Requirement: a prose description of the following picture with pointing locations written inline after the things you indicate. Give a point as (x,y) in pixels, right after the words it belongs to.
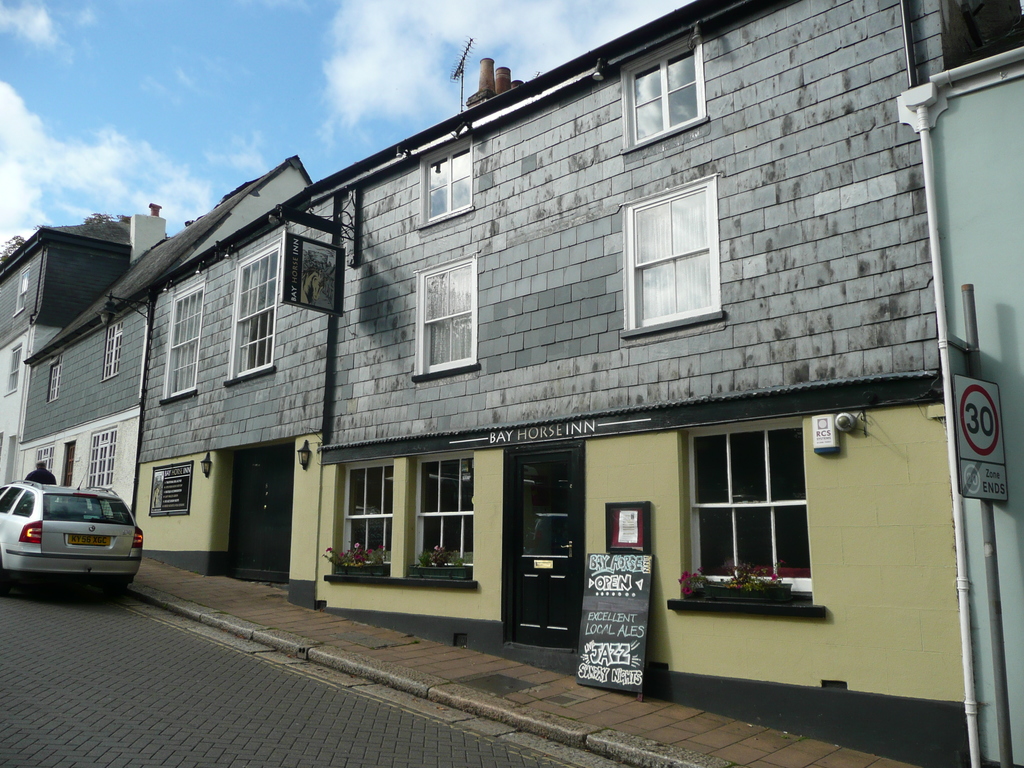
In this picture we can see a vehicle (42,561) on the road (65,598), side we can see some buildings (477,445) and we can see some boards (582,613).
